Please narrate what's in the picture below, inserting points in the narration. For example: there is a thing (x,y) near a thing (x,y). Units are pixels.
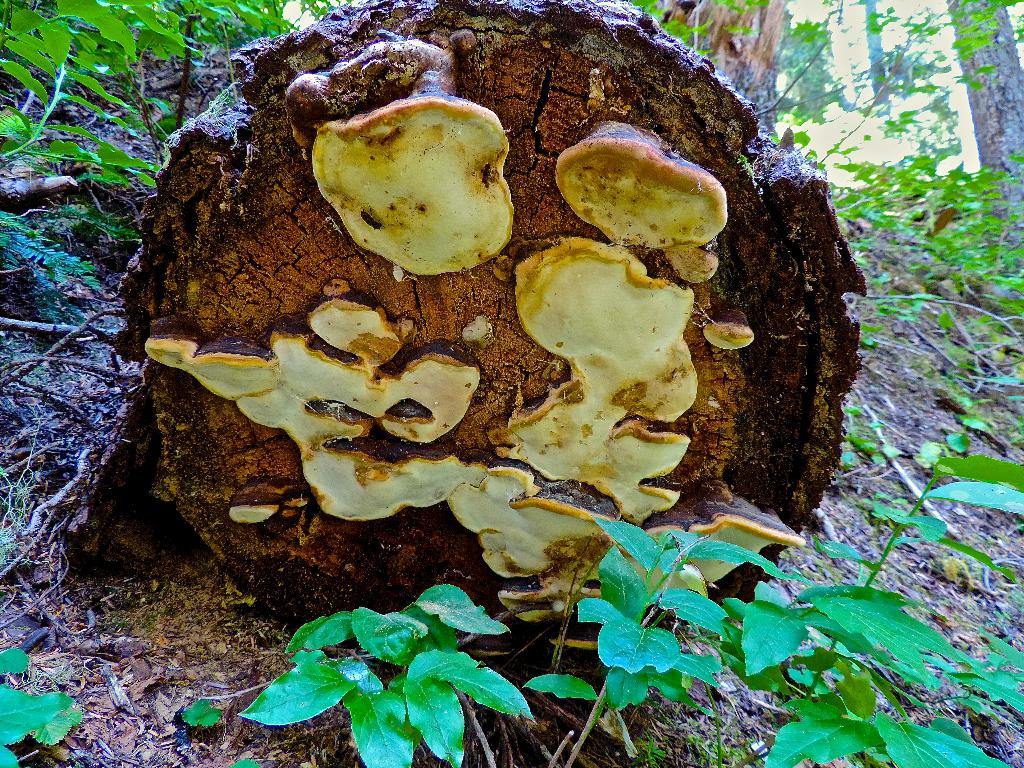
This image consists of a trunk (191,194) of a tree (168,217). At the bottom (448,679), there are small plants (746,551). It looks like it is clicked in a forest (34,396).
